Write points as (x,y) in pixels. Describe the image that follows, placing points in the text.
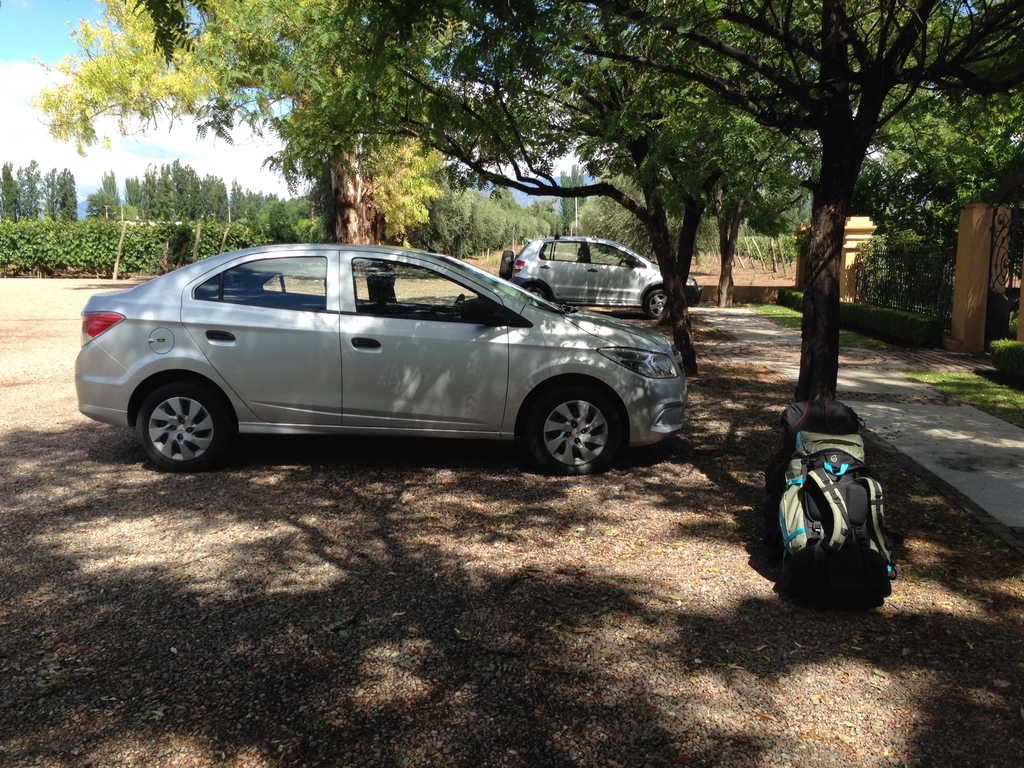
In this image there are cars (217,429) parked on the road (718,559) in front of that there are some trees (722,212) and backpacks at the trunk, also there is a compound wall (1002,212) beside the trees (765,221).
